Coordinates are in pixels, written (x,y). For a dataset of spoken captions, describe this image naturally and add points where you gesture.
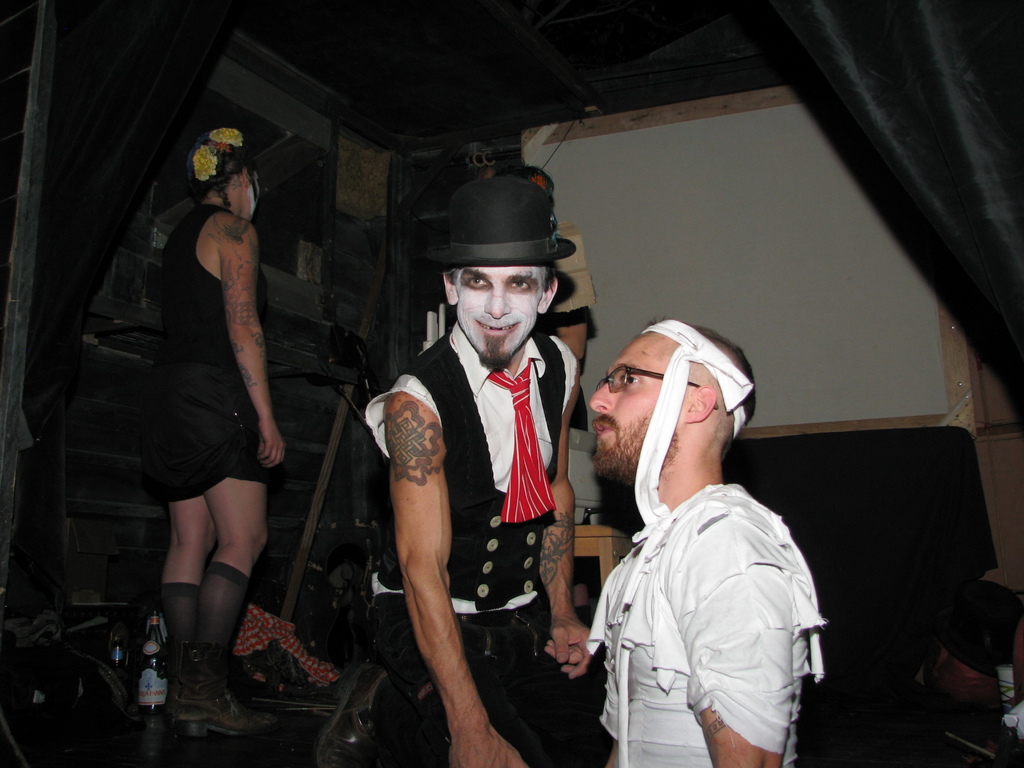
This is an inside view of a room (478,164). Here I can see four people (659,703). On the left side (162,724) there is a floor (281,721) on which few bottles (148,698) and other objects (284,672) are placed. At the top (972,119), I can see the curtains (71,185). In the background (802,244) there is a board (615,152) attached to the wall (376,141).
